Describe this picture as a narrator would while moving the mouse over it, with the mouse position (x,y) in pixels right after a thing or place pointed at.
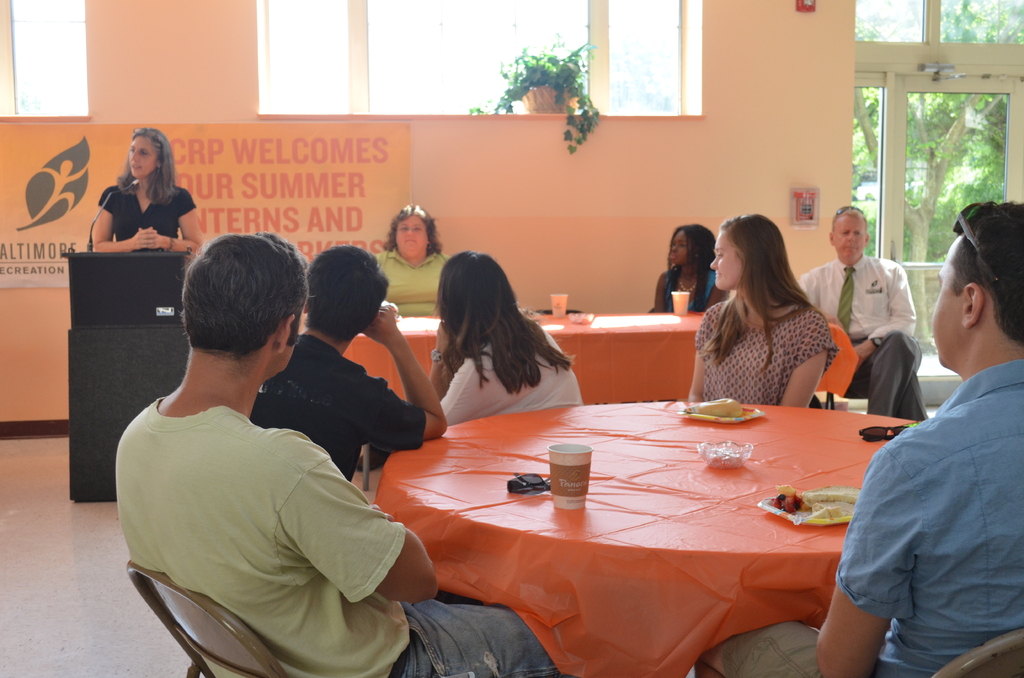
In this picture there are group of people (456,669) sitting on chairs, these people (527,335) are listening to a speech this is a speech desk (117,345) and this is the woman (162,179) who is giving the speech this is microphone (135,183) here on the wall (521,136) there is a plant (559,102), this is a wall (699,170), these are windows (403,32) and there is a tree (918,150) outside the building (891,148), this is the door (945,173).
